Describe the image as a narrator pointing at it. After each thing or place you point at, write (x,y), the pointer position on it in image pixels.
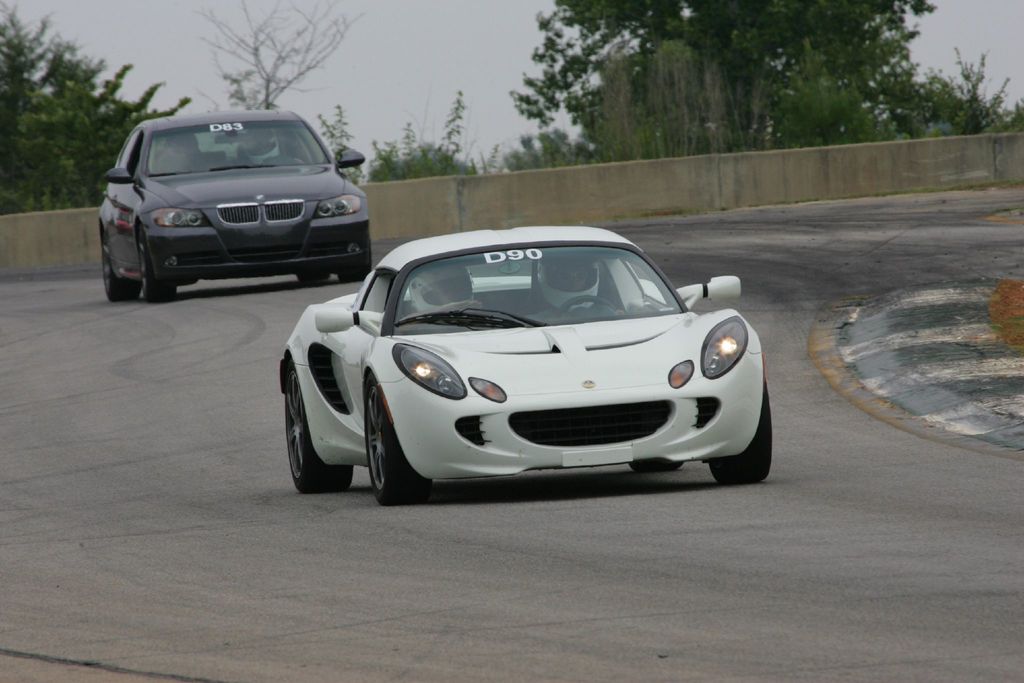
In this image we can see two person (577,282) sitting inside the white car (530,322). On the back (343,230) we can see a black car (222,215) which is on the road (180,356). On the background (645,103) we can see wall (969,158) and many trees (113,129). On the top (425,29) we can see sky (413,24) and clouds (260,15).
